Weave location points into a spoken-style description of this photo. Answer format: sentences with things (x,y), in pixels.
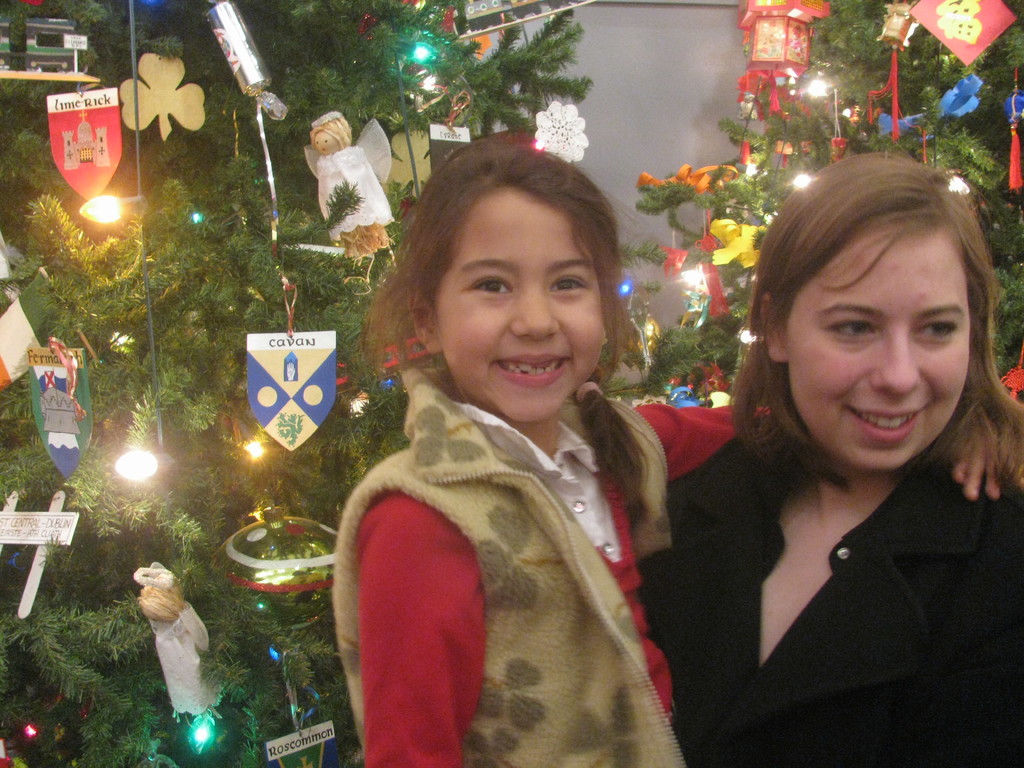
In this image I can see on the right side (894,469) a woman (843,548) is there, she wore black color coat (879,619) and also holding a girl (593,589). She is smiling, behind them there are Christmas trees (367,8) decorated with lights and other things (270,342).
